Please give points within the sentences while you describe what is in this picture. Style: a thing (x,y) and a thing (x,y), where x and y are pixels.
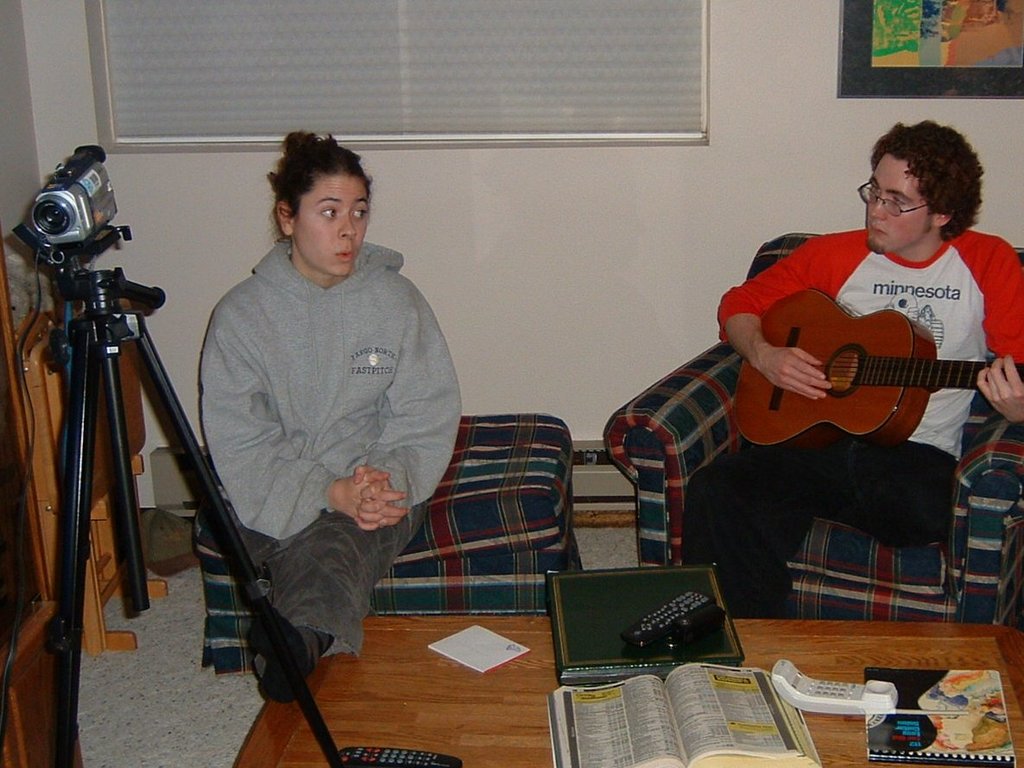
This 2 persons (345,345) are sitting on a chair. This person (916,452) is holding a guitar (835,430). This is a camera (84,203) with holder (99,306). A photo (916,32) is attached to a wall (798,191). On this table (958,656) there are books (752,738), remote (669,630) and paper (472,654).
